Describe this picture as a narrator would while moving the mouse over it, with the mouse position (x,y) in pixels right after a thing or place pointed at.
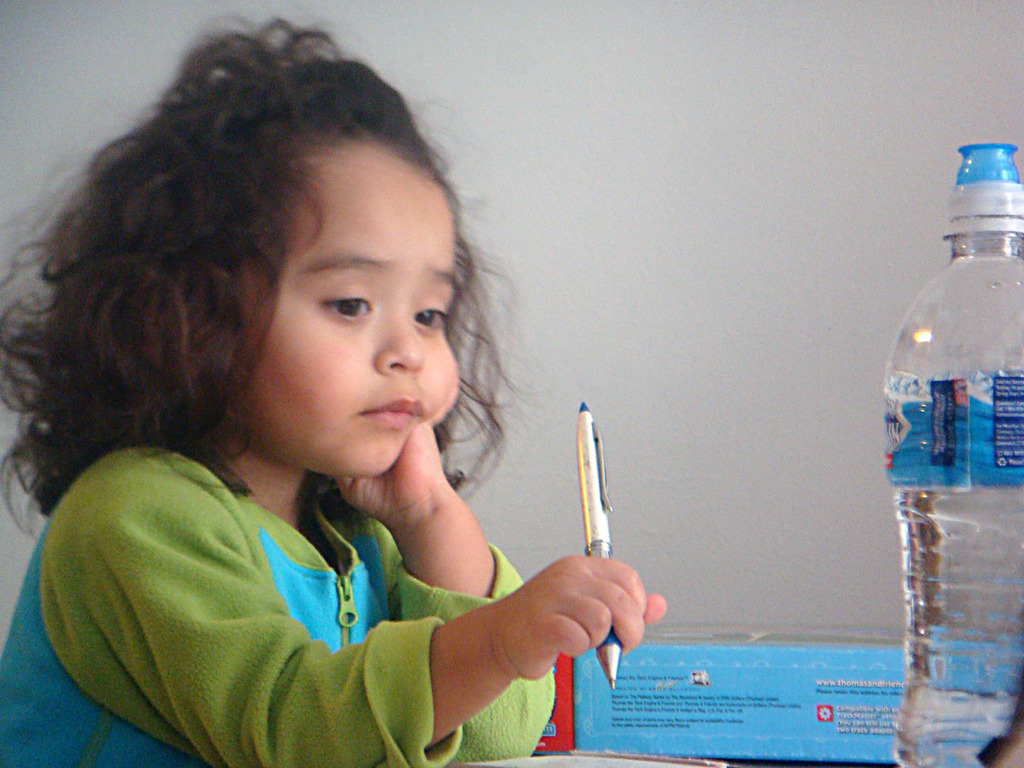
The kid (377,420) is holding a pen (605,496) in her hand (596,580) and there is a water bottle (932,529) and a blue box (796,685) placed in front of her.
